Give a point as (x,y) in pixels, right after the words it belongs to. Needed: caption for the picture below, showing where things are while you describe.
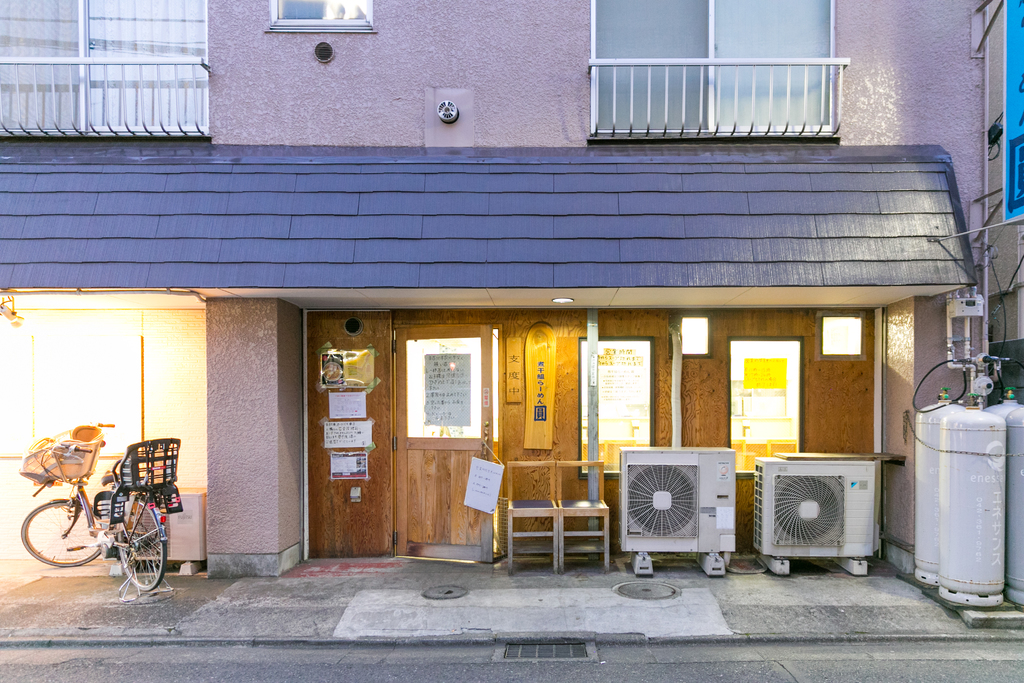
In the image we can see there is a building (438,461) and there is a bicycle (136,473) which is parked beside the building (237,549) and there are two chairs (541,516) kept at the side near the door (466,510).
